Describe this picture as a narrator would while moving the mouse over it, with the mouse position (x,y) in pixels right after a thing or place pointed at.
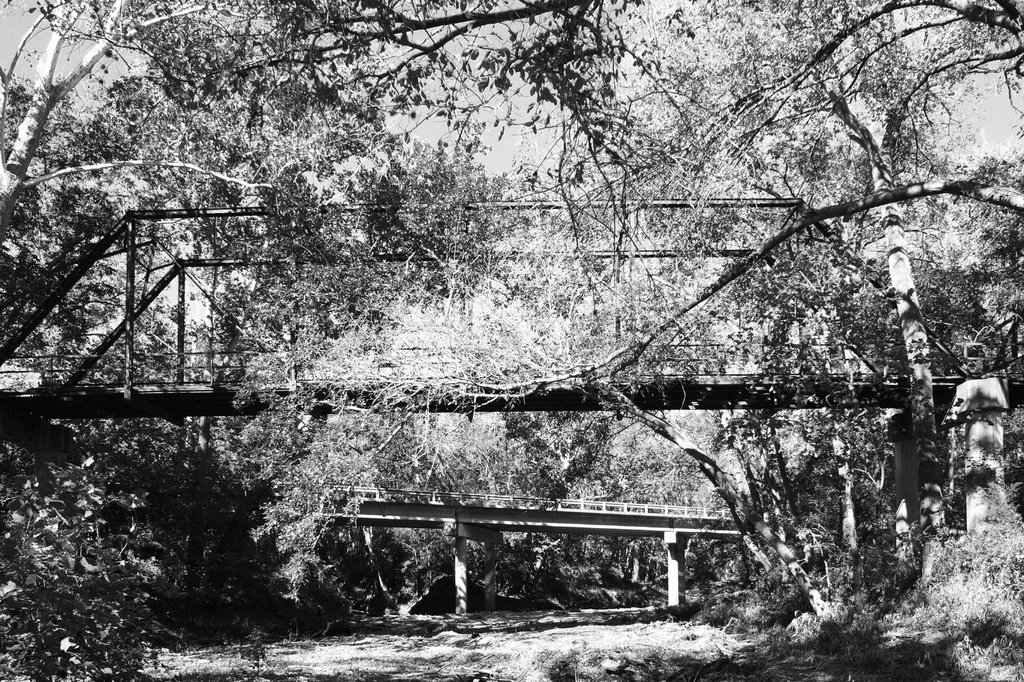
This is a black and white image. In this image we can see bridges (130,280), trees (391,356). At the bottom of the image (514,649) there is grass (443,656).
